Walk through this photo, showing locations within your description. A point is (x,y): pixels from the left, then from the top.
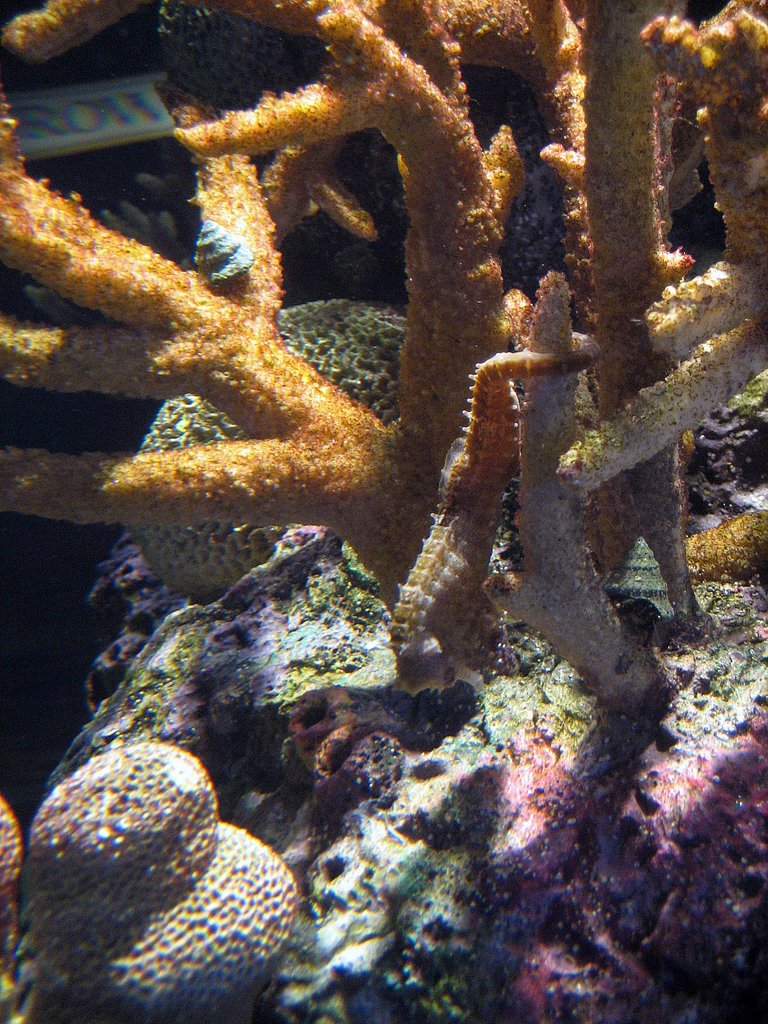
In the image there are some underwater species (186,813), they are in different colors and shapes.
